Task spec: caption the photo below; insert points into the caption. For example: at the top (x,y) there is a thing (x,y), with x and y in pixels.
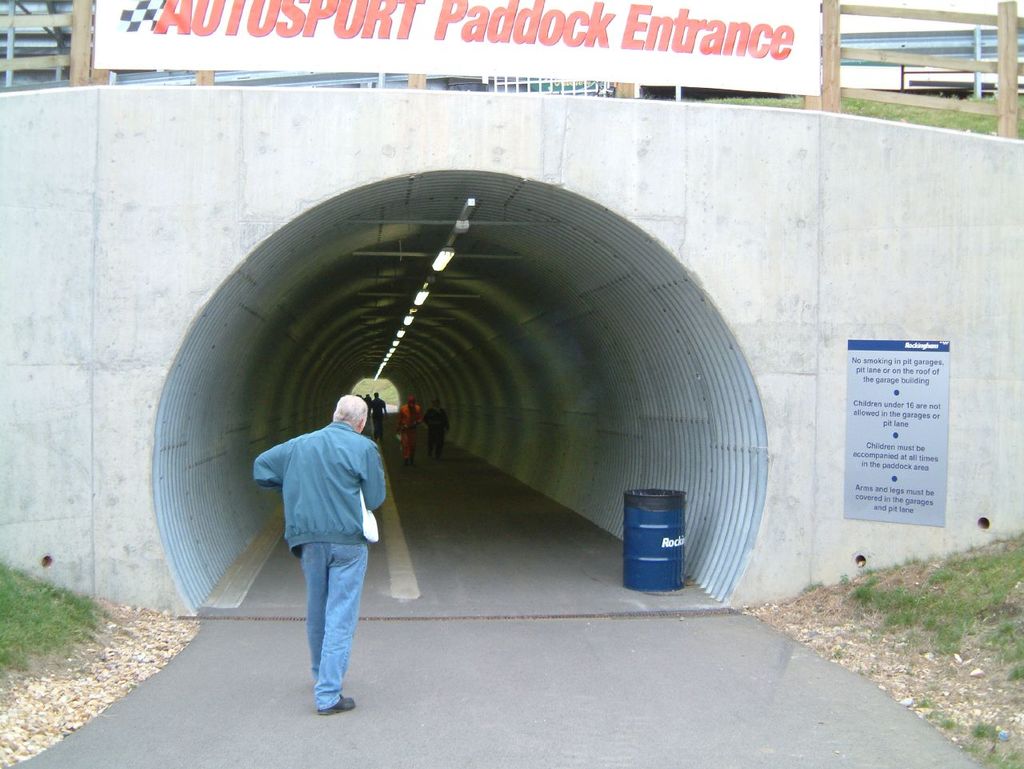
In this picture, we can see a man (326,603) is walking on the road (306,671) and on the right side of the man (312,499) there are stones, grass (952,596) and blue steel barrel (666,558). In front of the man (356,436) there are groups of people (412,411) walking in the tunnel (424,401). On top of the tunnel (40,303) there is a banner (555,45) and a wooden fence (832,41).
